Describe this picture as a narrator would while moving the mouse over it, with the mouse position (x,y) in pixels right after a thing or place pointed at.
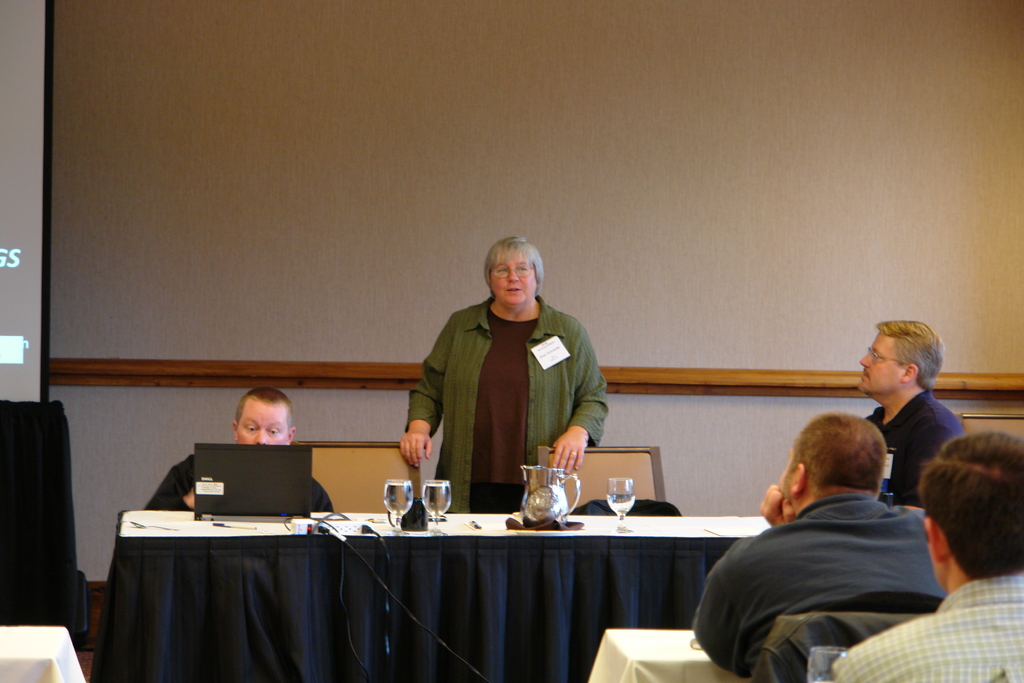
In this picture we can see person (467,365) standing and talking and aside to this person (436,370) one man (266,411) is sitting and looking at laptop (282,464) and other person (878,339) looking at her and in front of them there is table (278,525) and on table (740,524) we can see glasses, jar (546,497), wires (367,527) and in background (330,206) we can see wall (462,146).
